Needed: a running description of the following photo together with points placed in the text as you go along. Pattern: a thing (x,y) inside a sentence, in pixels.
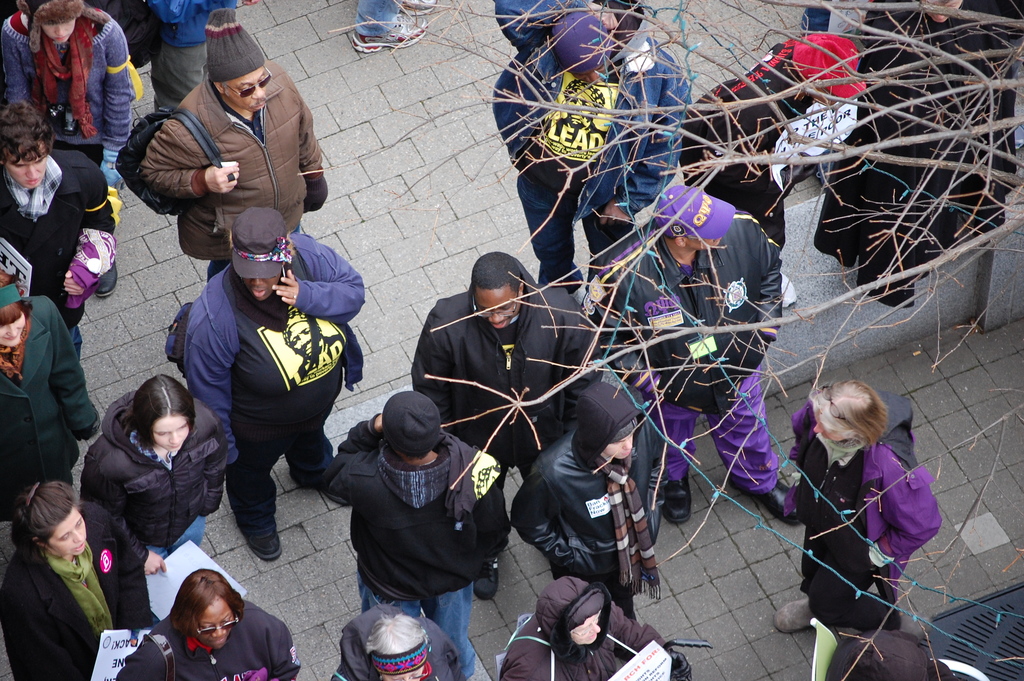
In this image there are group of people (448,452) standing, and there is a tree (556,328).
